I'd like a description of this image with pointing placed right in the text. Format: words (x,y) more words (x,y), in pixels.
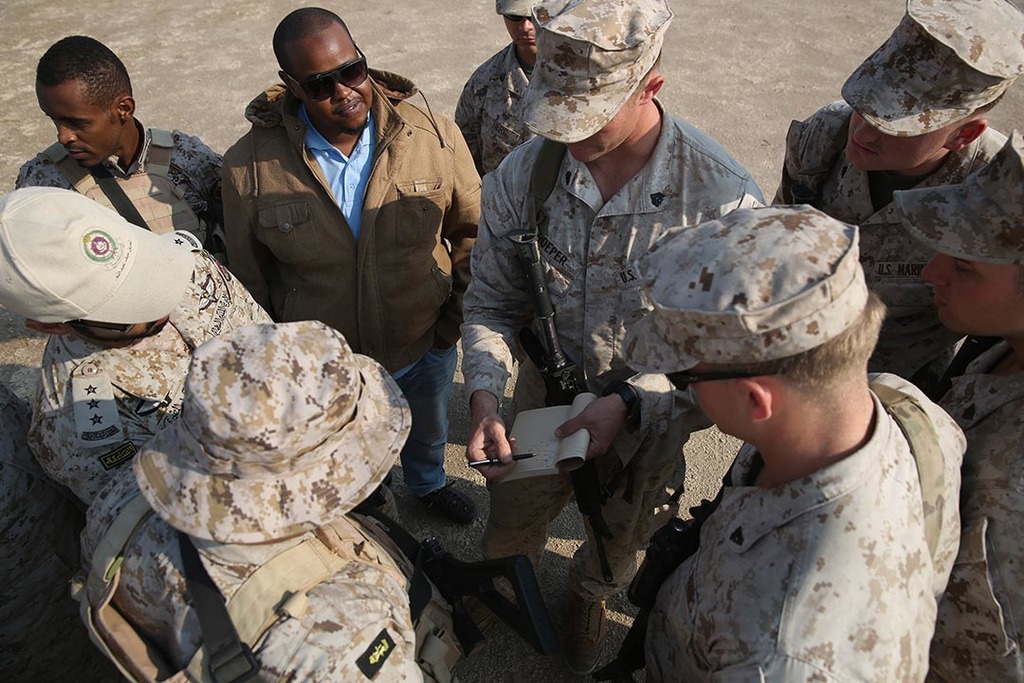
On the left side of the image (79,116) we can see a person (79,140) is looking towards opposite direction and two people (250,439) are looking into the book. In the middle (599,350) one person (568,337) is explaining something in the book (520,461) and another person (389,263) is looking at him. On the right side of the image (758,290) we can see three people (989,377) are looking into the book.
